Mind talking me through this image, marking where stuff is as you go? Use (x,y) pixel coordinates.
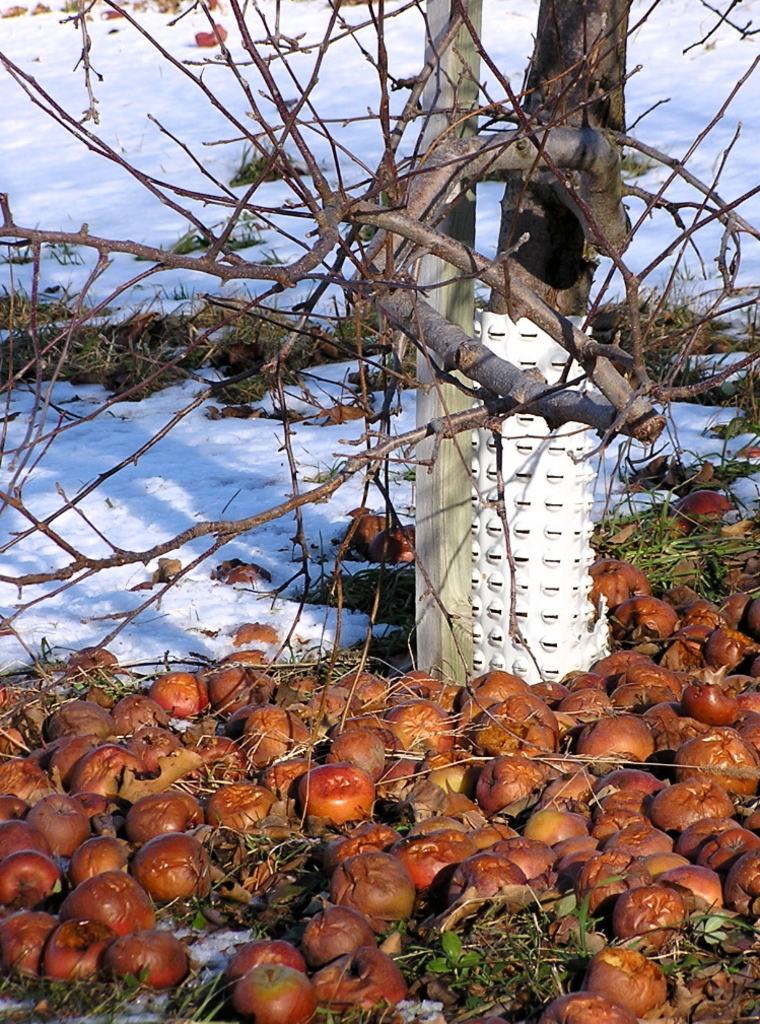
In the picture we can see a tree (205,528) and near it, we can see the apples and beside it we can see the snow surface (371,32).
